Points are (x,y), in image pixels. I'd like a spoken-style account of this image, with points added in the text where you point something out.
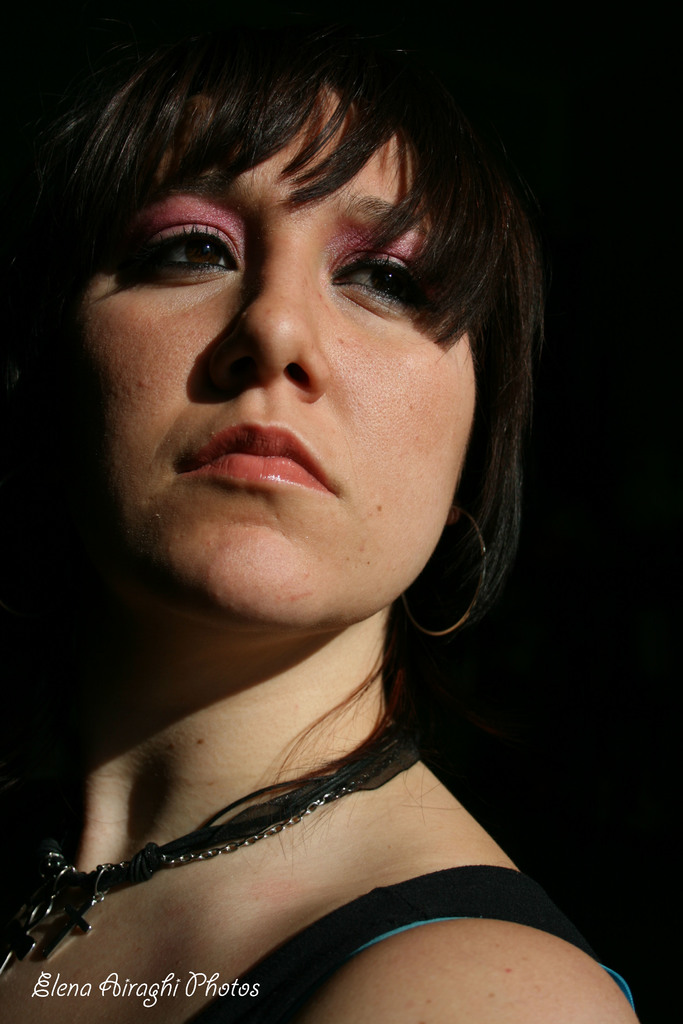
There is a woman (230,336) in the image and text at the bottom side (116,989).
